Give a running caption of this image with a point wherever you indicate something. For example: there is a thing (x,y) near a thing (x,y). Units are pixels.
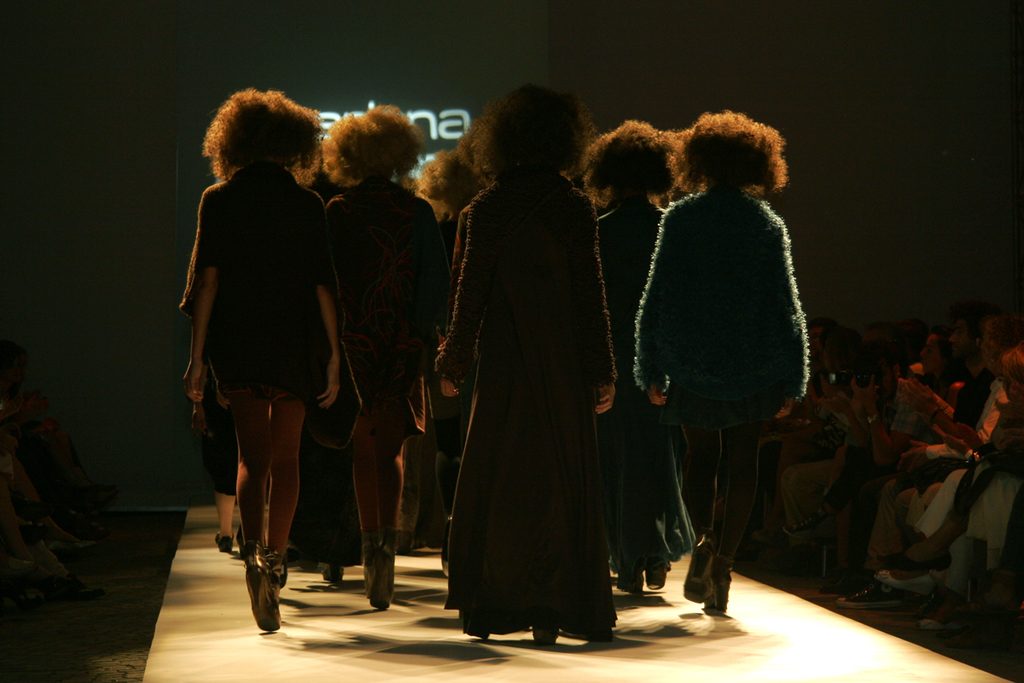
There are people (614,432) walking and these people (847,442) sitting. In the background (761,90) it is dark and we can see screen (418,120).
